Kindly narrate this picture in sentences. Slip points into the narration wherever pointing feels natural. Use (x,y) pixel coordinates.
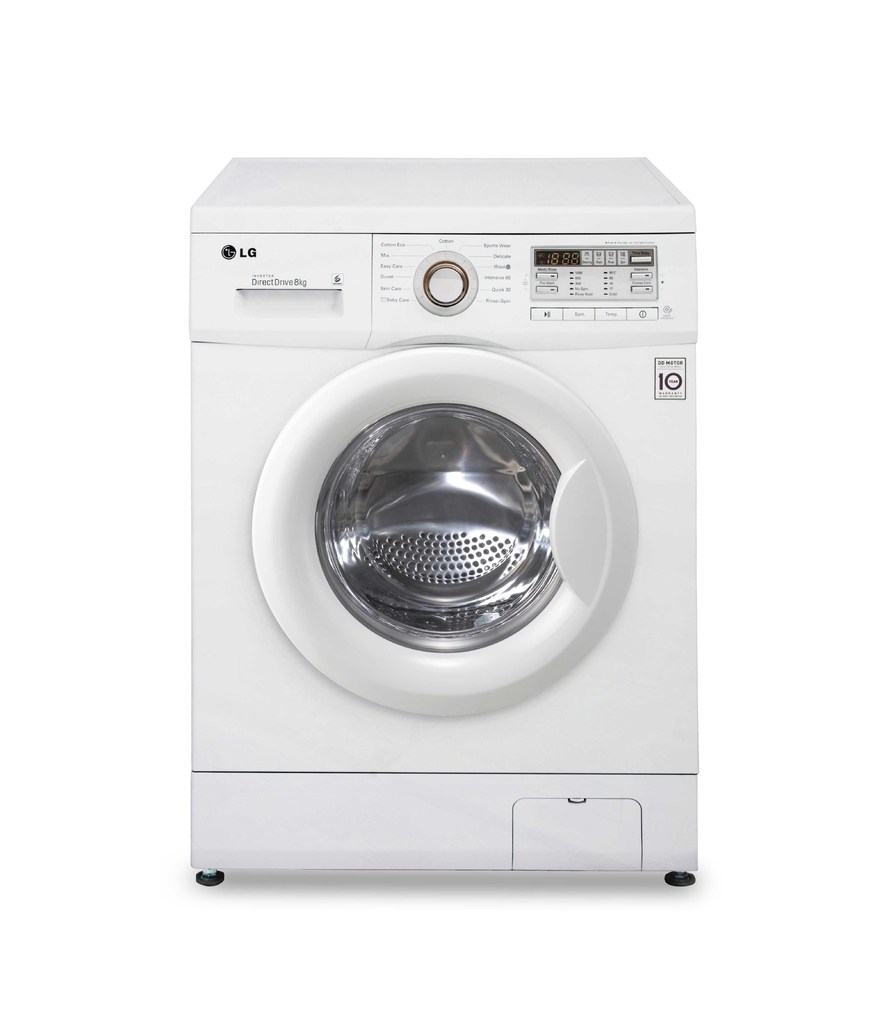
In this image I see a washing machine (435,265) and I see something is written over here and I see the white color background (797,855).
